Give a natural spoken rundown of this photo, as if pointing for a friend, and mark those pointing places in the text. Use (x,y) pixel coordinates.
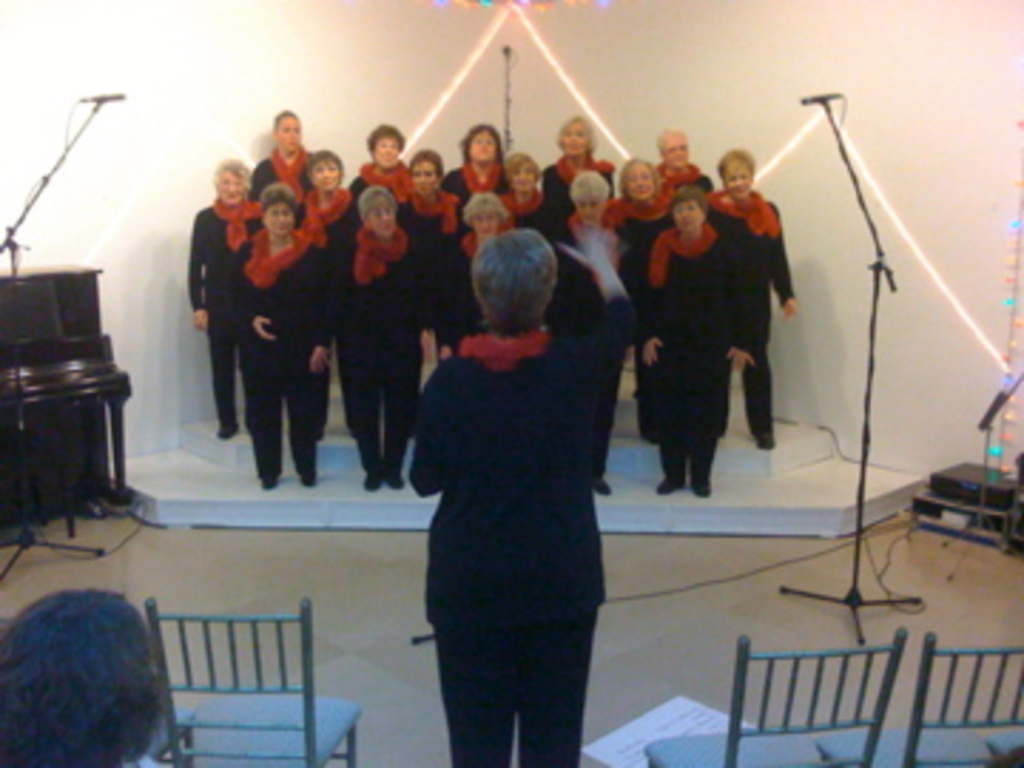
There are chairs (920,677). A person (548,670) is standing wearing black dress (572,465). There are 2 microphones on the either sides. People (477,244) are standing at the back (663,184). There is a white background (894,61).
